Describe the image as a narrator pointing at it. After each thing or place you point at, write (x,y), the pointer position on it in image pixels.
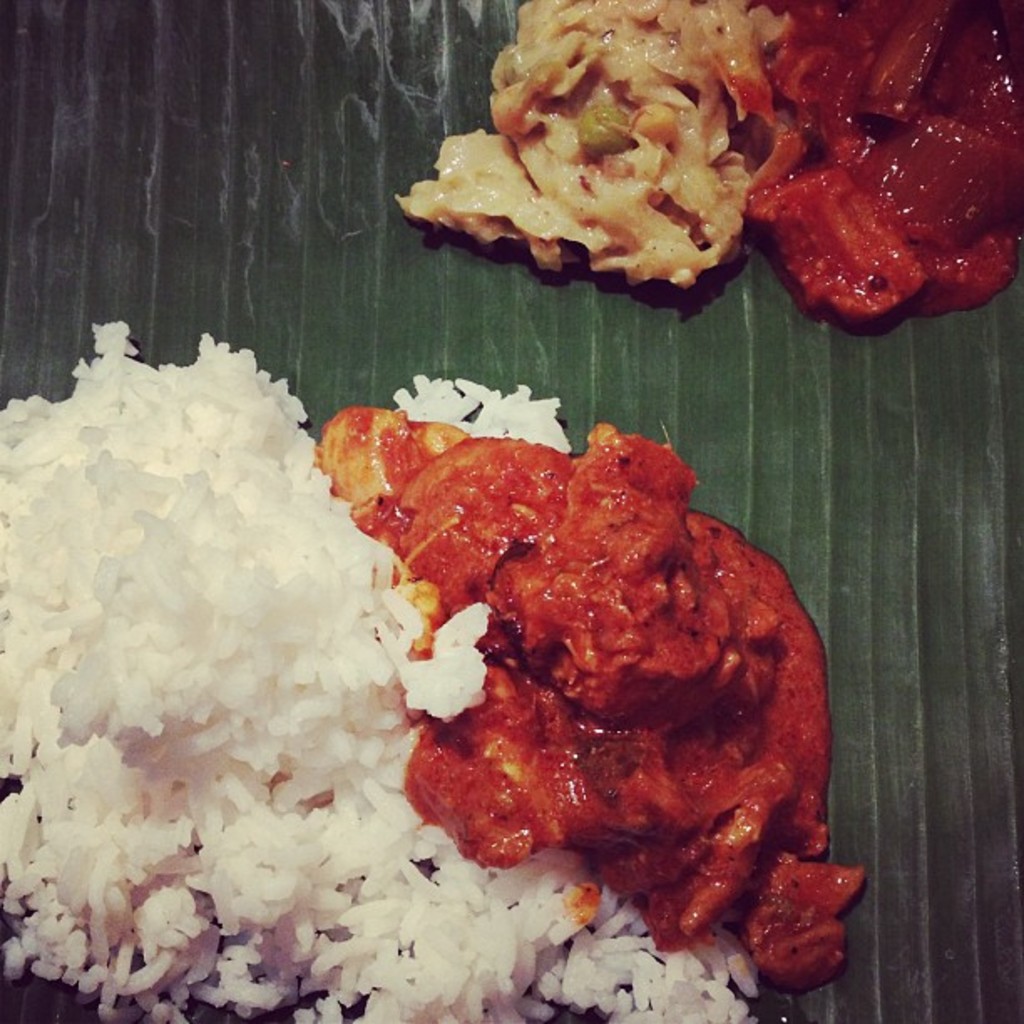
In the image we can see there is rice (264,632), curry (525,685) and other food items (612,190) kept on the leaf (853,743).
